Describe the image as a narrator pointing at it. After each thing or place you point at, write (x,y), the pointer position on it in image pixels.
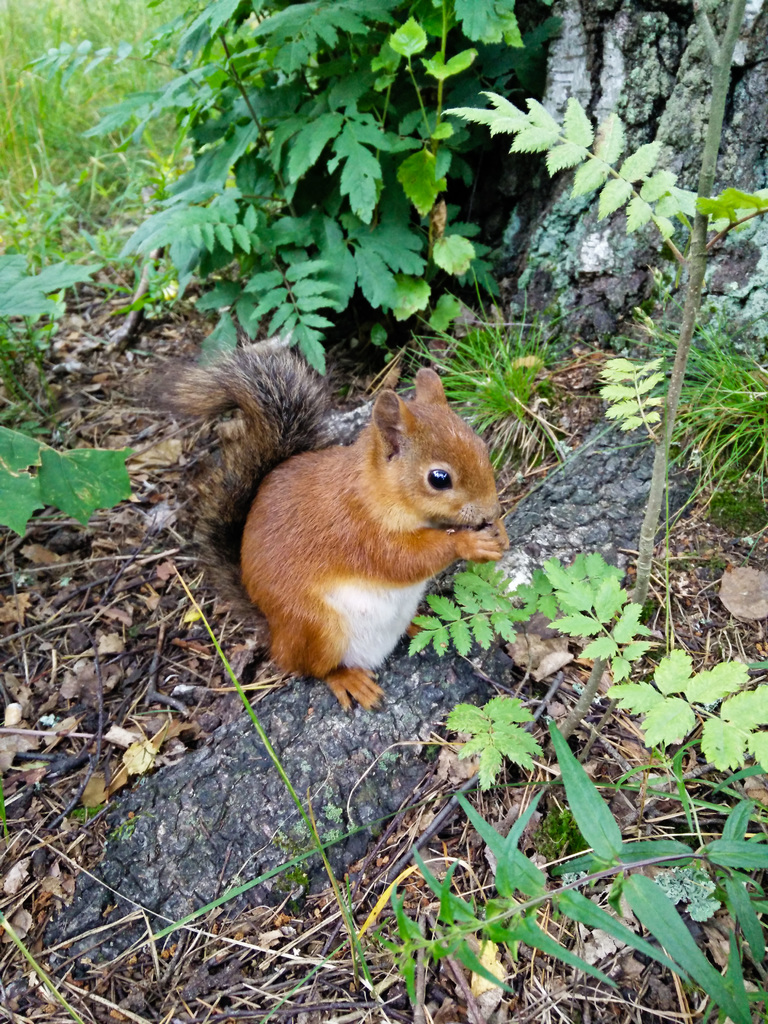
In this image there is a squirrel (285,496), there is a tree trunk (696,141) towards the top of the image (688,57), there is plant (370,156) towards the top of the image (127,91), there is grass (99,71) towards the top of the image (108,14), there are plants (672,408) towards the right of the image (721,659), there are dried leaves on the ground (100,398), there are twigs (302,1008) on the ground (248,929).
